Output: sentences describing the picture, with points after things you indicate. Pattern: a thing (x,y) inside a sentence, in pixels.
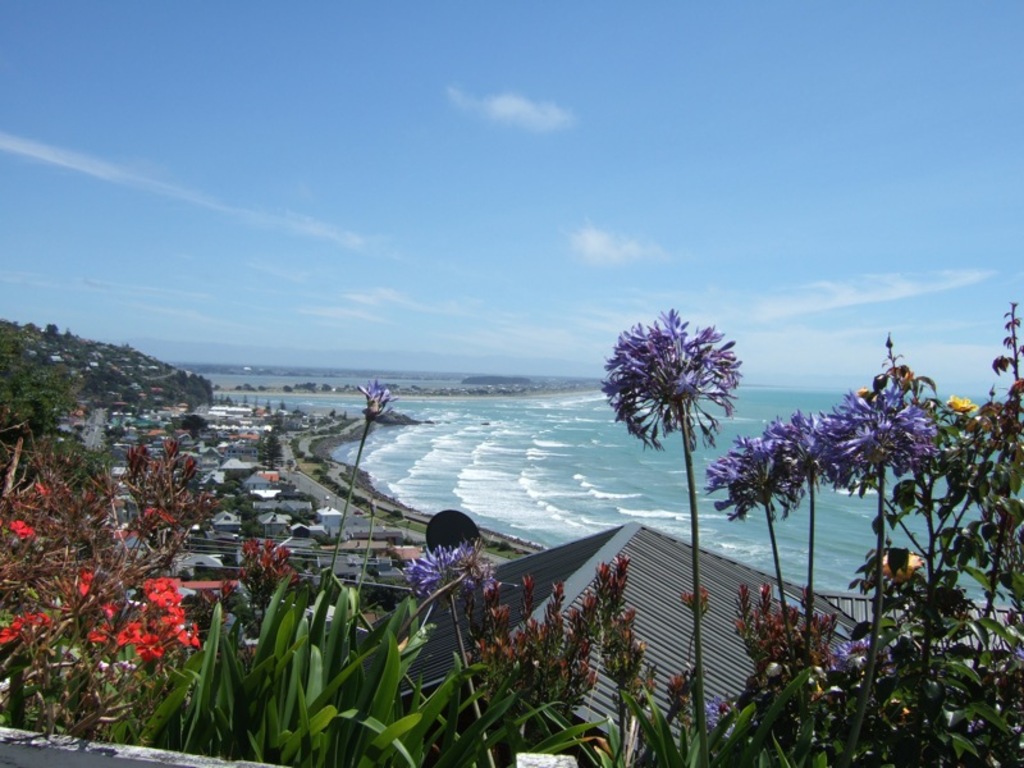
In this image, we can see some water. There are a few buildings (229,408). We can see some plants (271,564) with flowers (269,549). We can see some grass (314,477). We can see the sky (603,301) with clouds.
